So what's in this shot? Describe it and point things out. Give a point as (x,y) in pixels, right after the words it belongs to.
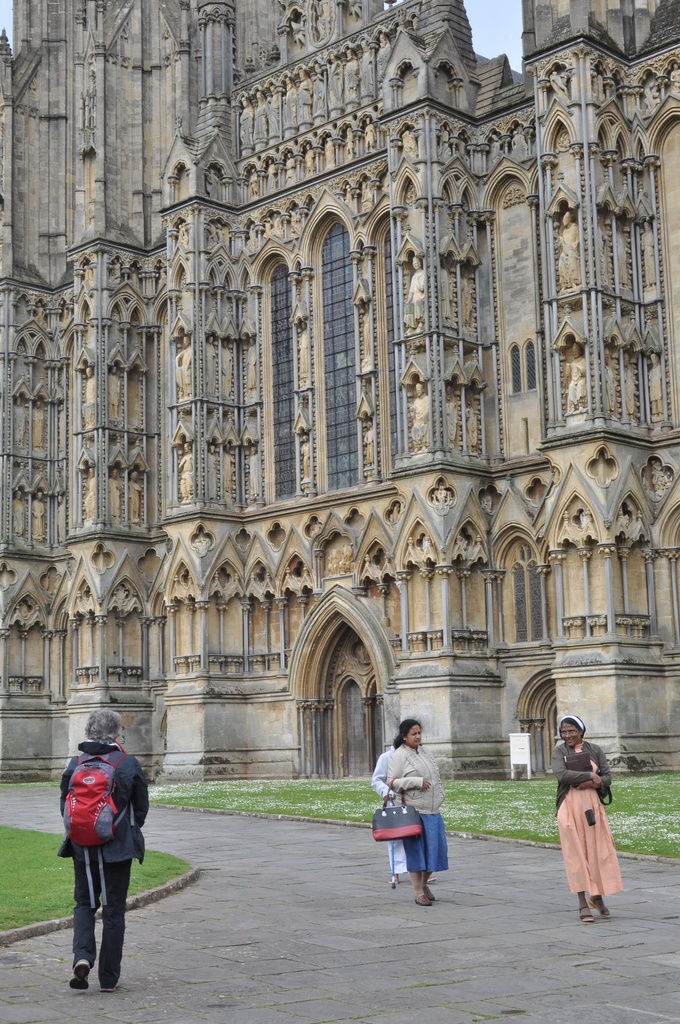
In this image I can see a building (357,486), grass (32,885) and here I can see few people (590,918) are standing. I can see they all are carrying bags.
